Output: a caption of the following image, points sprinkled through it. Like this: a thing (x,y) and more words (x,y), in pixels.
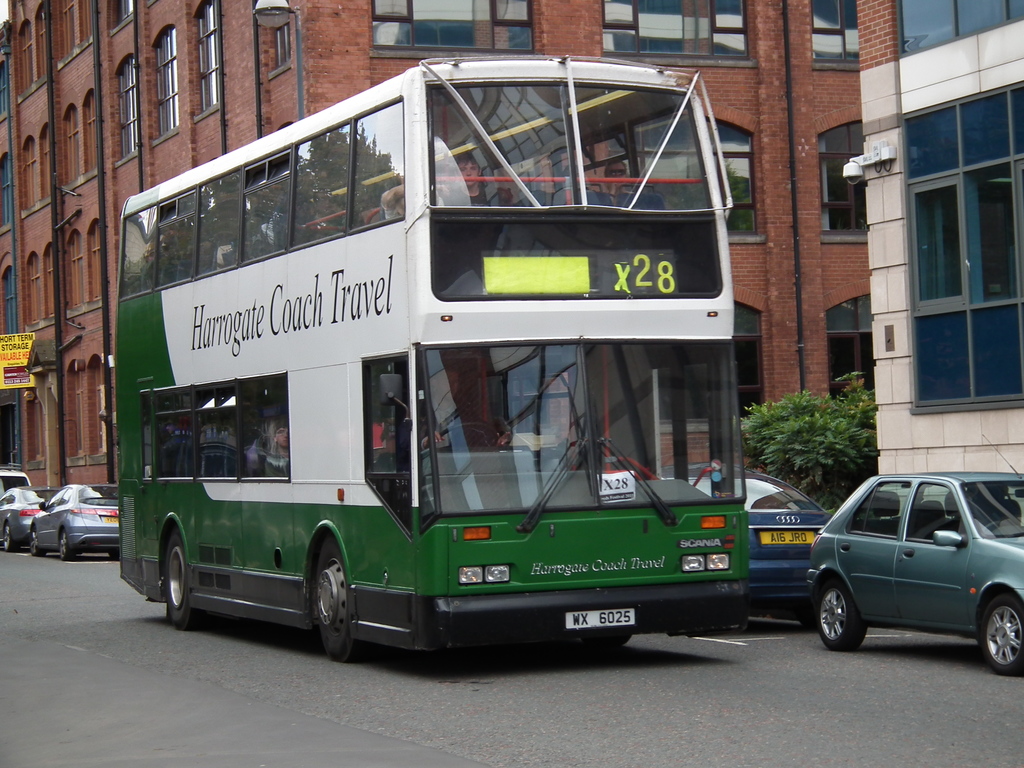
In this picture i can see many peoples (486,197) were sitting inside the green bus (433,461). Beside the bus (595,501) I can see many cars (847,559) which are parked in front of the building (938,468). On the right (807,395) there is a tree (809,447) near to the window (854,364) and wall (815,379). At the top (277,20) there is a street light (273,5). On the left (3,341) i can see the posts (4,357) near to the black pipes (60,345) and windows (97,372). At the bottom (364,705) there is a road (301,710).
